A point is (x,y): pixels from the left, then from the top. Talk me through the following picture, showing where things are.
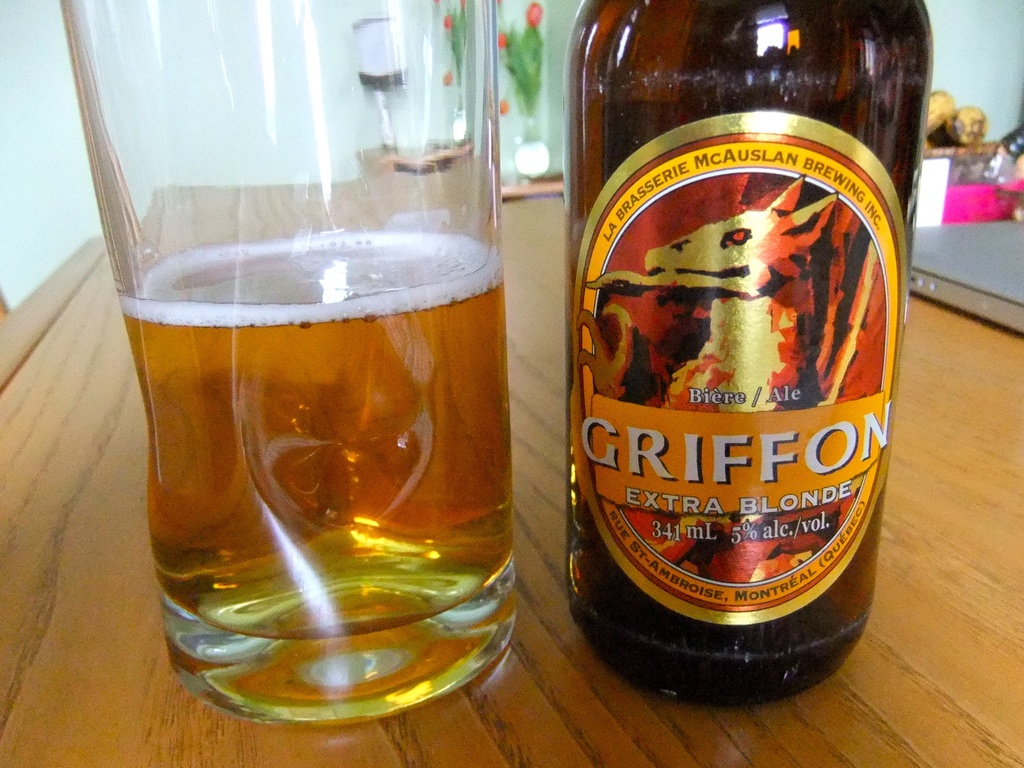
This image consists of a glass (456,479) and a bottle (653,562). In which there is beer (399,536). At the bottom (516,716), there is a table (102,636). In the background (62,110), we can see a wall (62,110). In the middle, there is a flower vase (526,34).
